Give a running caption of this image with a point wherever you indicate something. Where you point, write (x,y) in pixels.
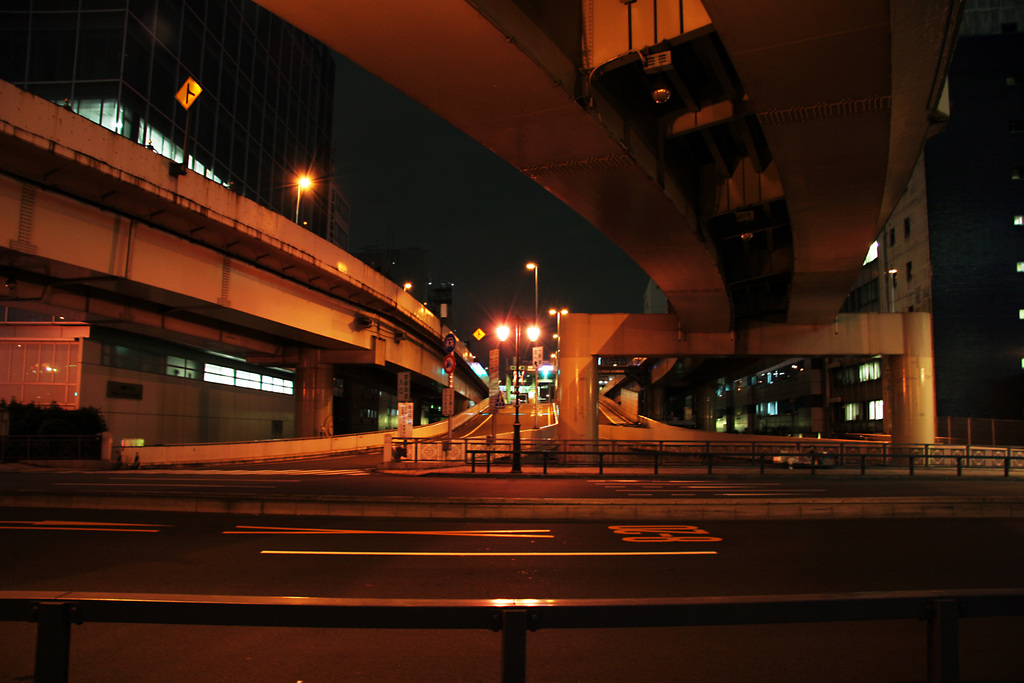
In this image we can see road (445,525), flyover (239,323), building (282,189), street lights (516,374), pillars (591,399) and plants (59,417).
